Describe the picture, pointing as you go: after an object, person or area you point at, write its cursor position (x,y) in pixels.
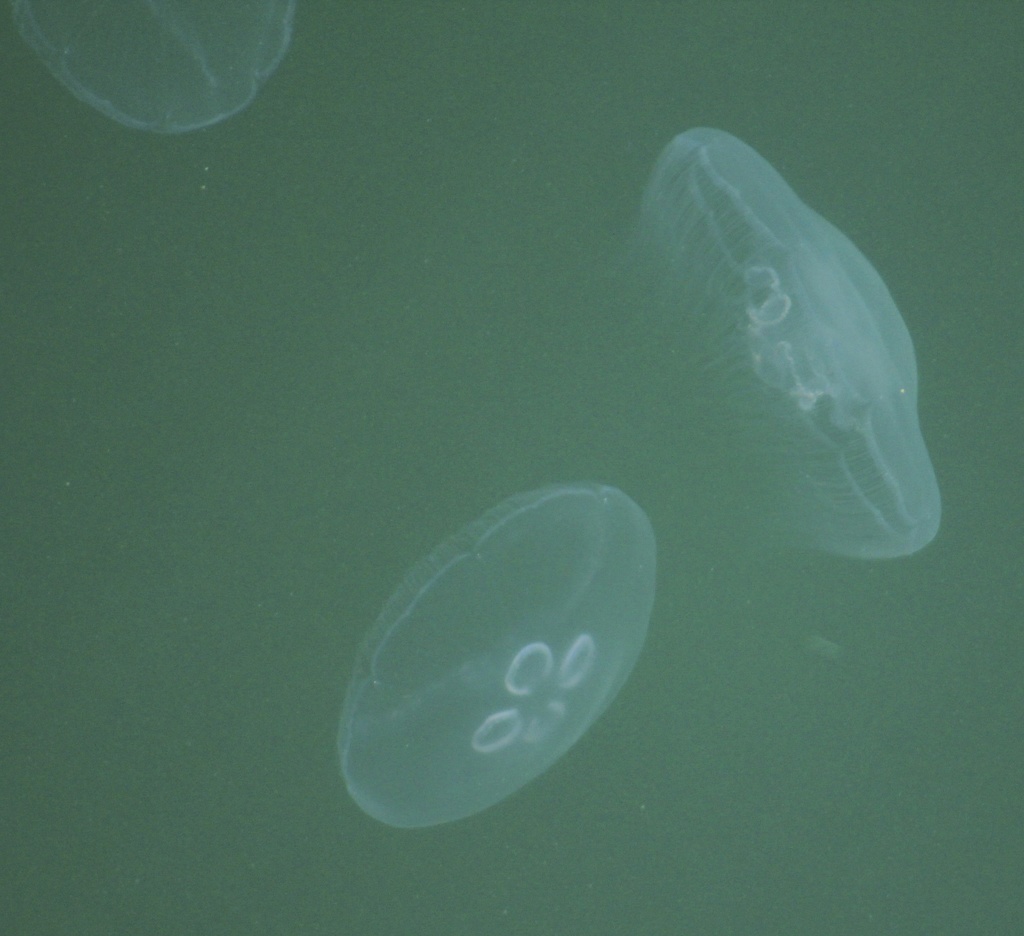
In this picture we can see there are three jellyfish (784,308). Behind the jellyfish (170,101), there is the dark background (851,773).
